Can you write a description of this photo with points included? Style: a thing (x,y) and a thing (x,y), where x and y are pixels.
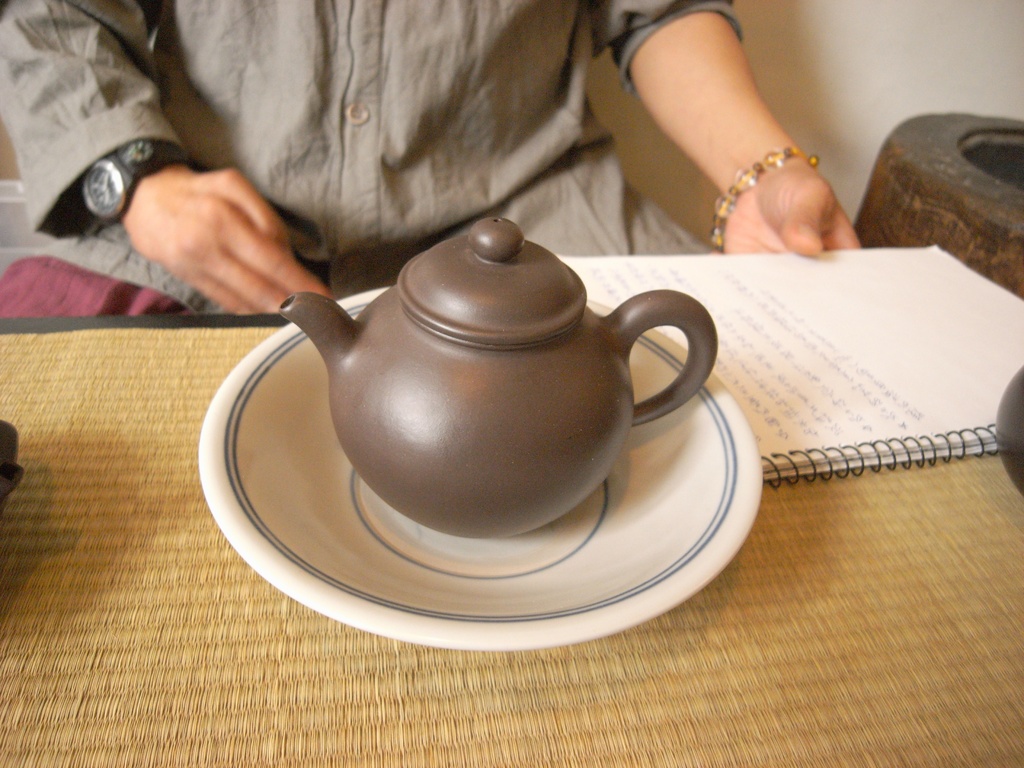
This picture is taken inside the room (609,697). In the background (315,160), we can see a person (489,94) sitting on the chair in front of the table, on that table (976,601), we can see a mat (304,614) and a bowl (472,595). In the bowl (479,596), we can see a jar (615,449) which is in brown color. On the right side (913,360), we can see a book (910,341). On the right side (928,197), we can see some instrument (915,193). In the background (839,143), we can see a wall (769,5).
